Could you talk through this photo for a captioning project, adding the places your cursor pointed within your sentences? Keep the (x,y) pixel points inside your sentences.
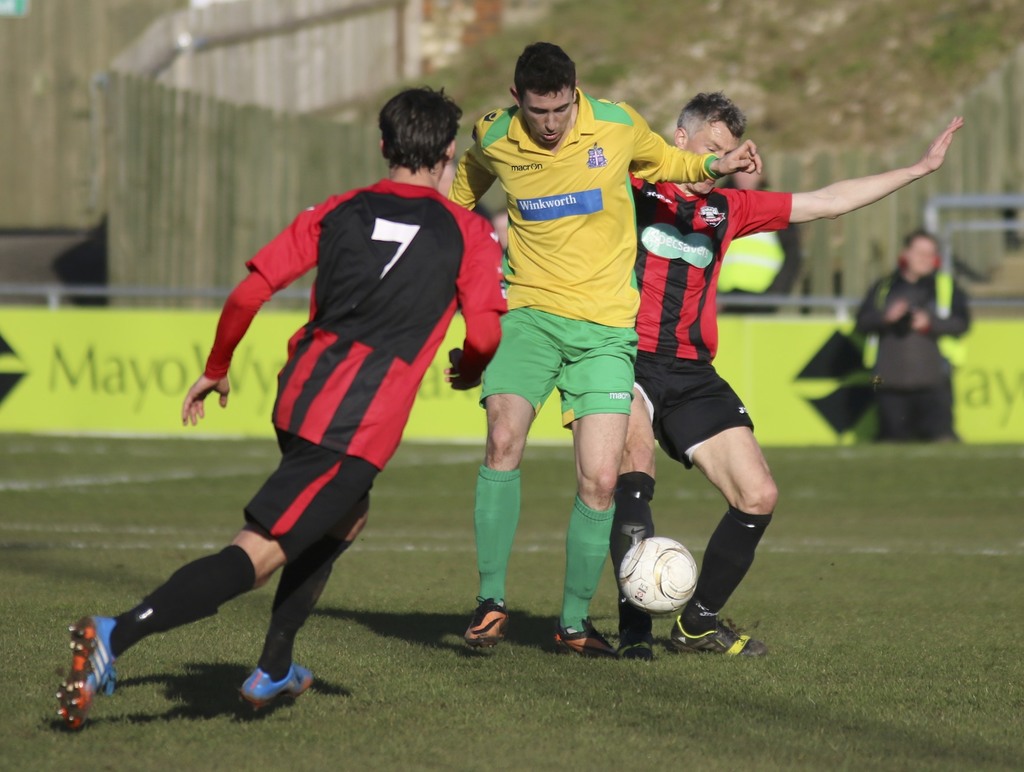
Here in this picture we can see three people (609,652) playing football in the ground (677,519) and behind them we can see people (907,273) present, there are barricades (844,358) and fence (849,214) present.
